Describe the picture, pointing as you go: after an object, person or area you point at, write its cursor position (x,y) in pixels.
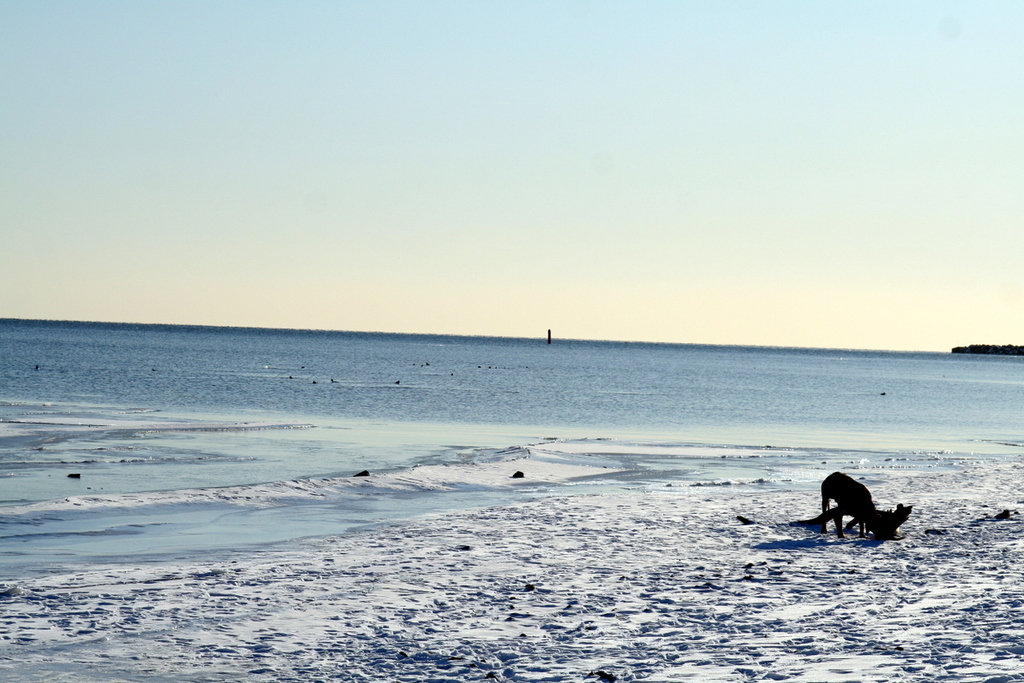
This is the picture of a sea (633,381). On the right side of the image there is an animal (826,530) standing. At the back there are trees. At the top (477,120) there is sky (435,99). At the bottom (494,616) there is water (426,367) and sand (576,592).
